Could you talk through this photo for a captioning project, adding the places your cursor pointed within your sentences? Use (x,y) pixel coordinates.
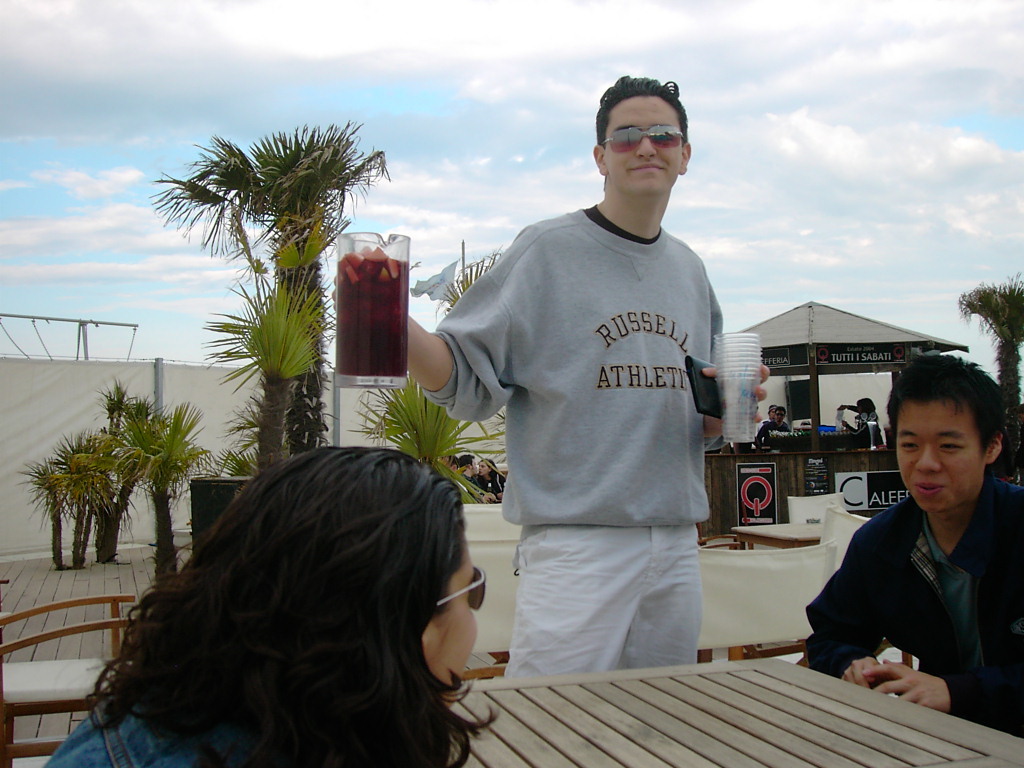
In this picture we can see a man (637,409) wearing grey color jacket (482,313) holding red wine jug (368,332) in the hand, Smiling and giving pose into the camera. In front (333,673) bottom side we can see a woman (272,695) wearing sunglasses (472,598) sitting on the chair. In the background (878,348) we can see shed stall (772,373) and some decorative coconut trees (259,358).
